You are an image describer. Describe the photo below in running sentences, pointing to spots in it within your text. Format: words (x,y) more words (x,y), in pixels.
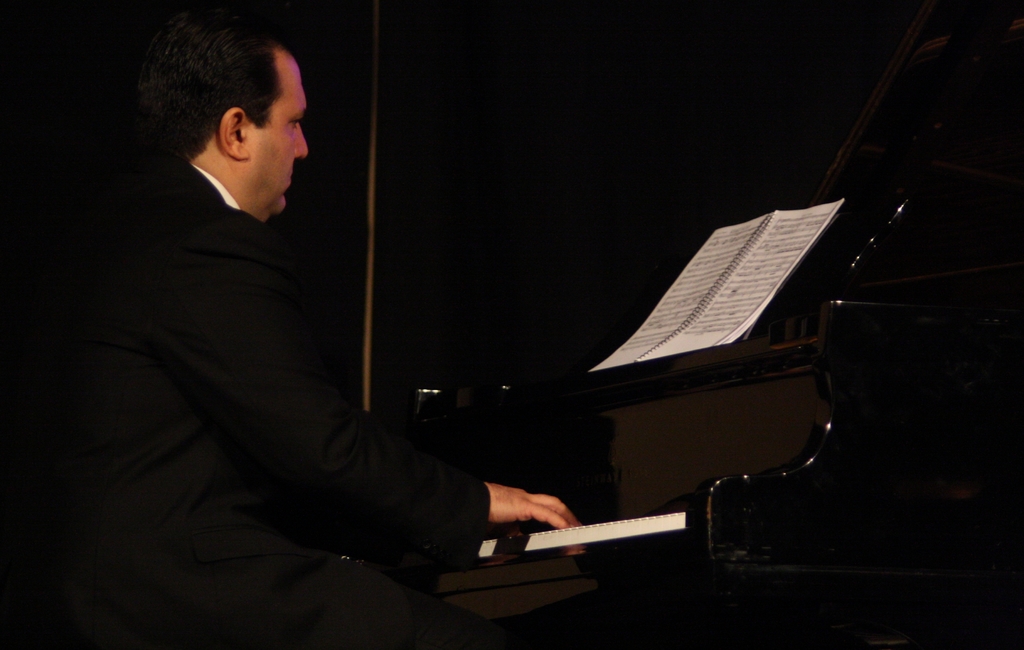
In this image I can see a man (221,409) and a piano (644,501). Here I can see a book (712,290).
